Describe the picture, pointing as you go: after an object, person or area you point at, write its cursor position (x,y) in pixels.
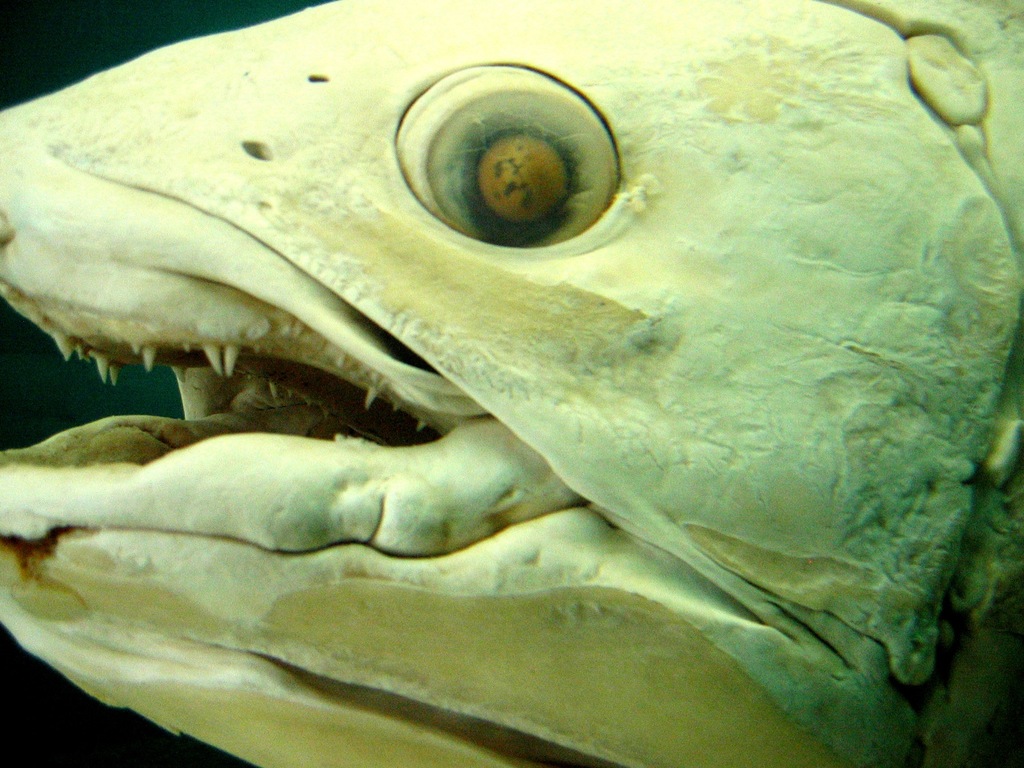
In this image, I can see the head (767,569) of a fish (574,319). There is a dark background (57,71).
